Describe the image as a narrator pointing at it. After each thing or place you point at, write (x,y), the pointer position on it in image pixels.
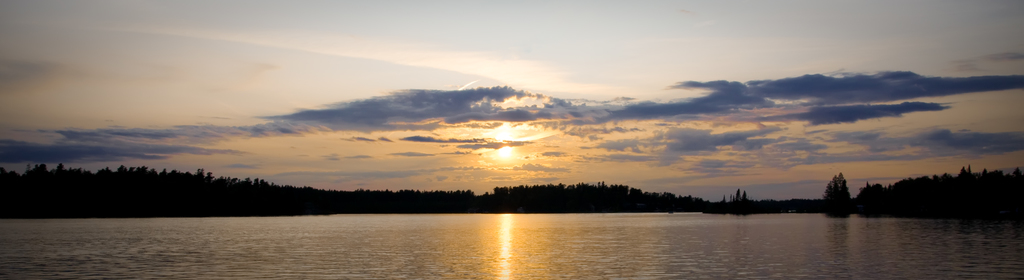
In the front of the image (534,250) there is a water (427,248). In the background of the image (735,212) there are trees (142,200), cloudy sky (442,160) and sunlight (508,157).
